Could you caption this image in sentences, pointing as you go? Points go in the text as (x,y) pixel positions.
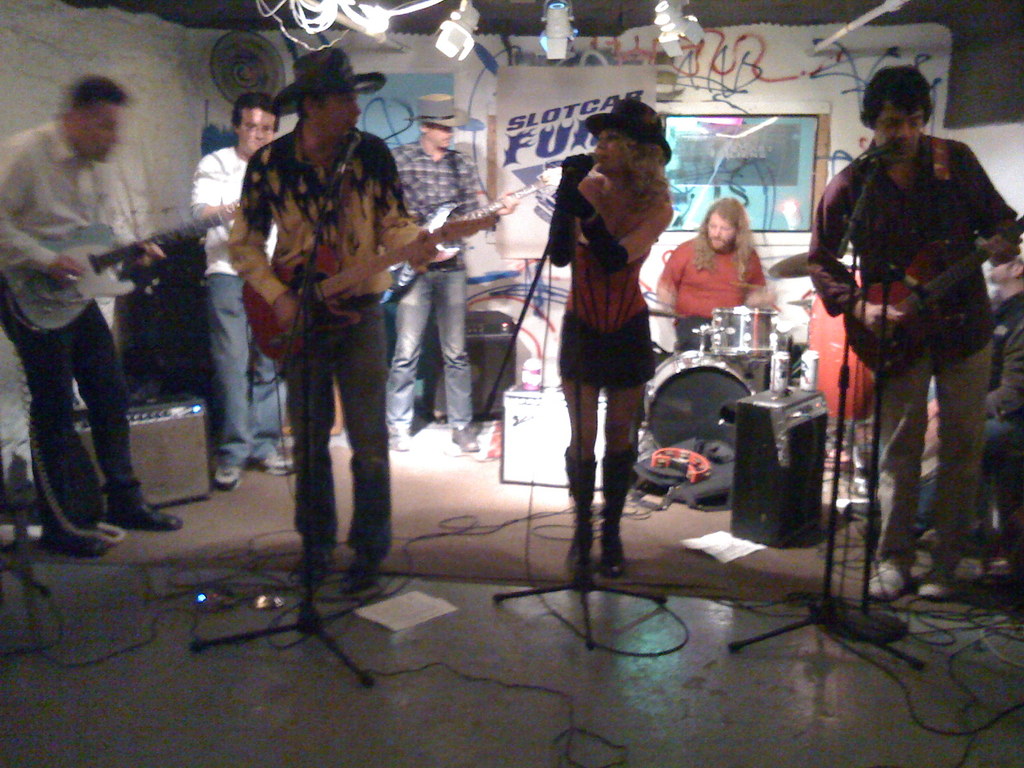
a person (601,277) at the center (609,407) is singing. and the people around her are playing guitar (275,339). the person (714,277) behind her is playing drums (724,333). above them there is banner (501,138) on which slot car is written.
